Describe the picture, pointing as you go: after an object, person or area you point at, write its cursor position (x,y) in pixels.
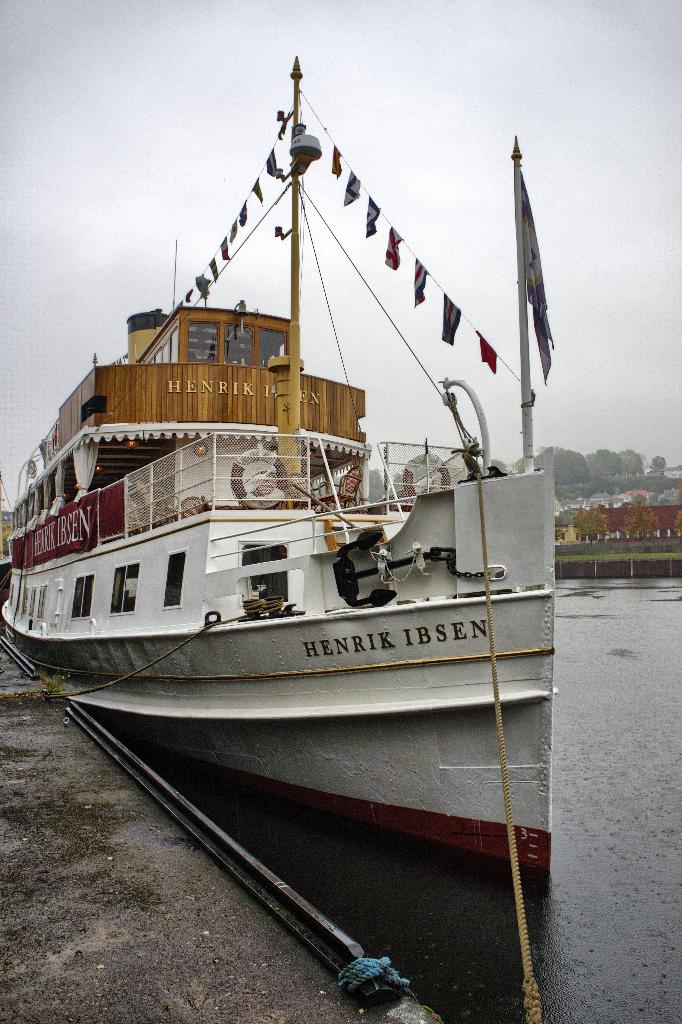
In the foreground (429,751) I can see a boat (531,815) in the water (608,1001), ribbons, ropes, flag pole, fence (666,548), water (464,890), trees (643,523), buildings (629,492), wall (583,571) and the sky (564,48). This image is taken may be during a day.
